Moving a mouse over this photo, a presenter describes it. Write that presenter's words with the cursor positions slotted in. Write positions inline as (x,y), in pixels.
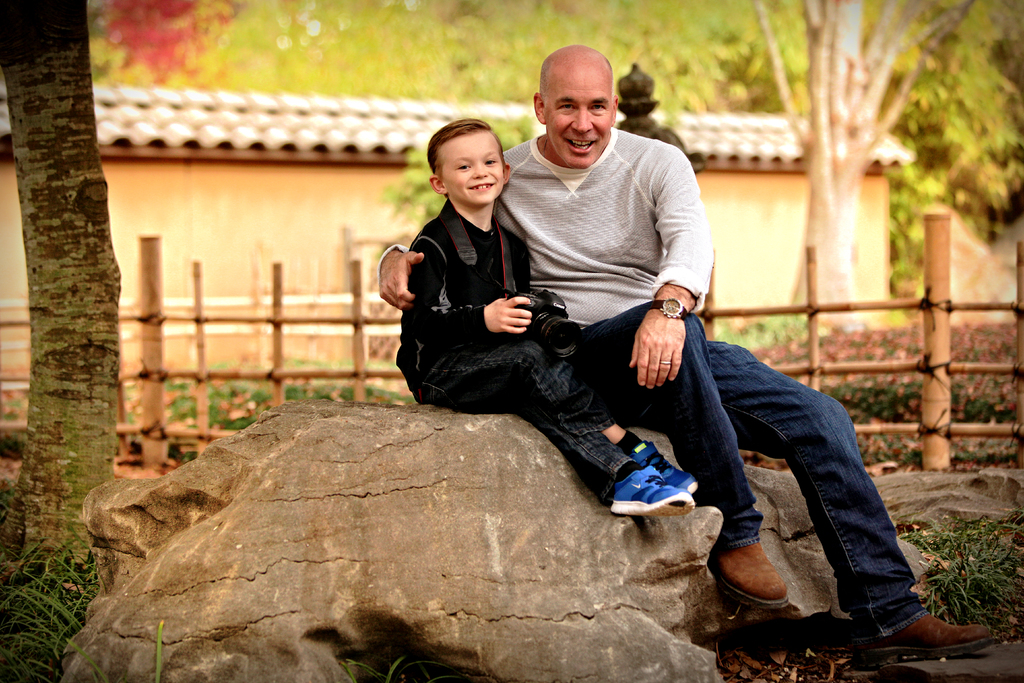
In this image there is a person (524,218) and a child (486,136) sitting on the rock structure (450,477) with a smile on their face (489,198), behind them there is a wooden fence (223,322) and there are trees (973,191) in front of the building (799,197). In the background (510,40) there are trees (367,42).
